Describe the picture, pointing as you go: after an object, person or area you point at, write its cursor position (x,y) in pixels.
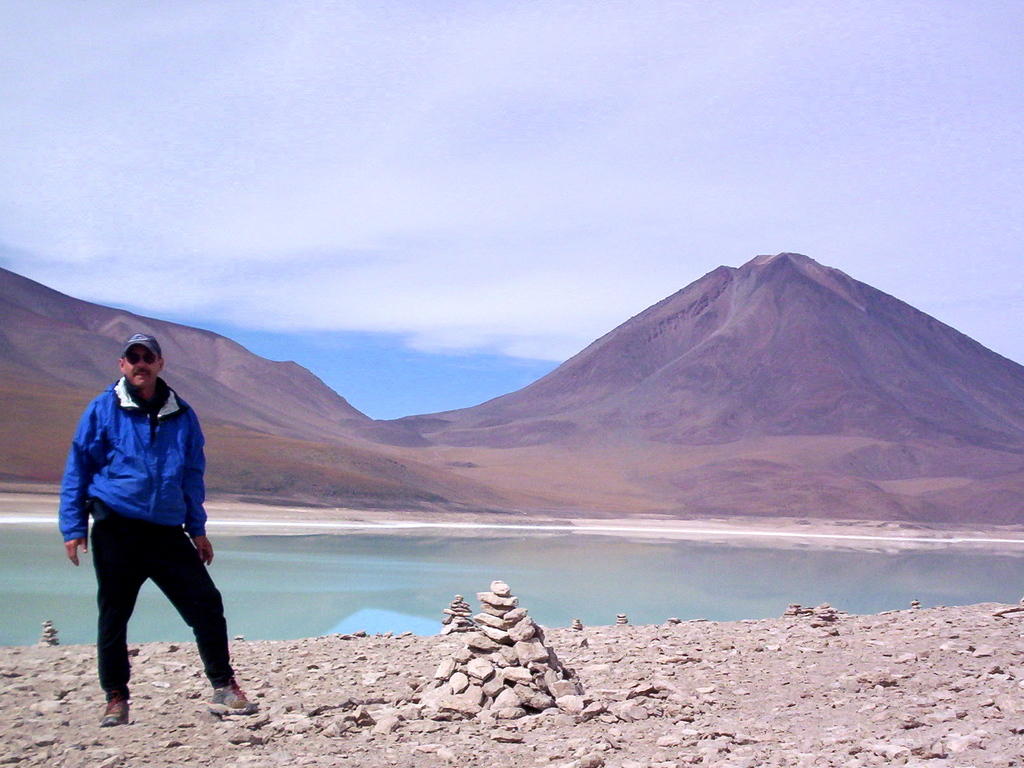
The man (182,598) on the left side (95,487) who is wearing a blue jacket (146,447), goggles (130,354) and a cap (141,346) is standing. He might be posing for the photo. At the bottom (401,694), we see the stones (401,694) and the stone heaps (530,681). In the middle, we see water (423,599) and this water (444,554) might be in the lake (433,560). There are hills (412,416) in the background (862,419). At the top (411,174), we see the sky (401,155).
